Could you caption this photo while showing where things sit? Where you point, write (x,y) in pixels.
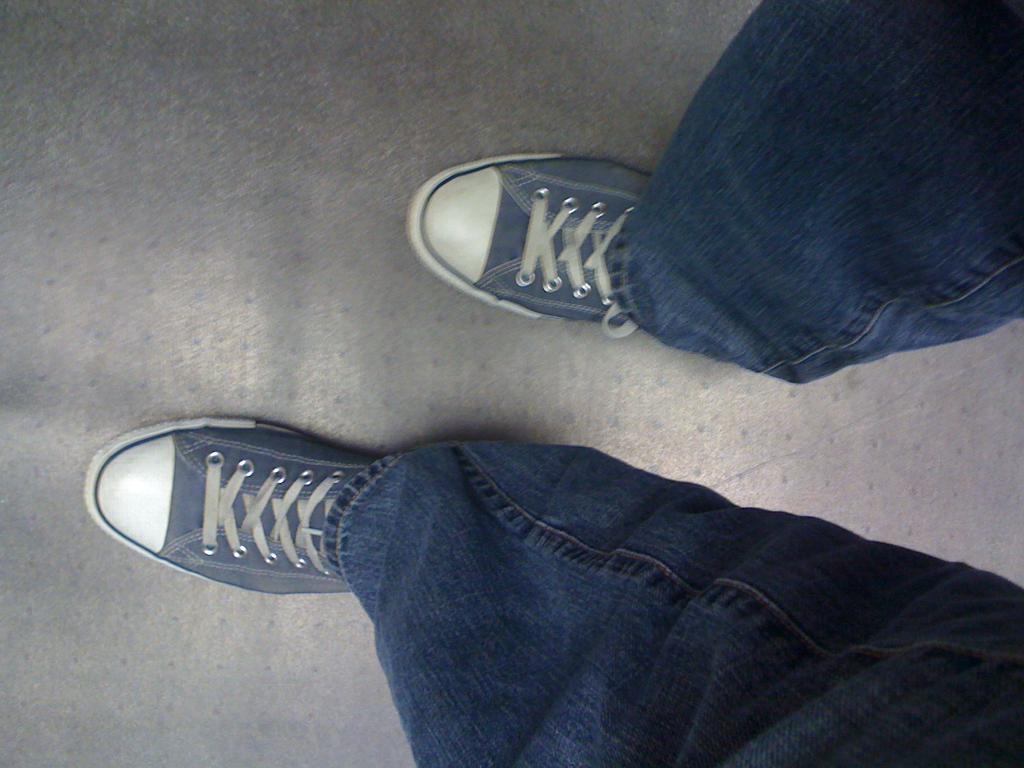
In this image I can see a person's legs (677,607) wearing shoes (228,520), jeans (462,560) and standing on the floor (164,187).
